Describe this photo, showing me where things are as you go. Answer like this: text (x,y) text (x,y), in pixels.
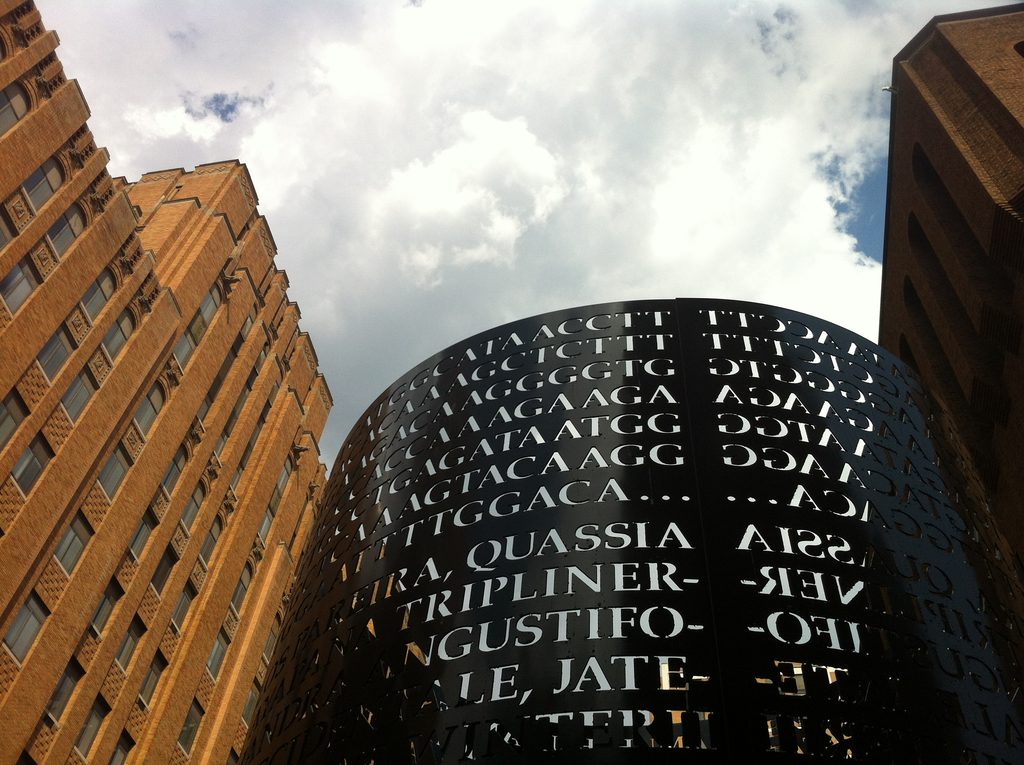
In the picture I can see buildings (66,602). I can also see something written on a black color building (642,620). In the background (448,130) I can see the sky (459,120).
